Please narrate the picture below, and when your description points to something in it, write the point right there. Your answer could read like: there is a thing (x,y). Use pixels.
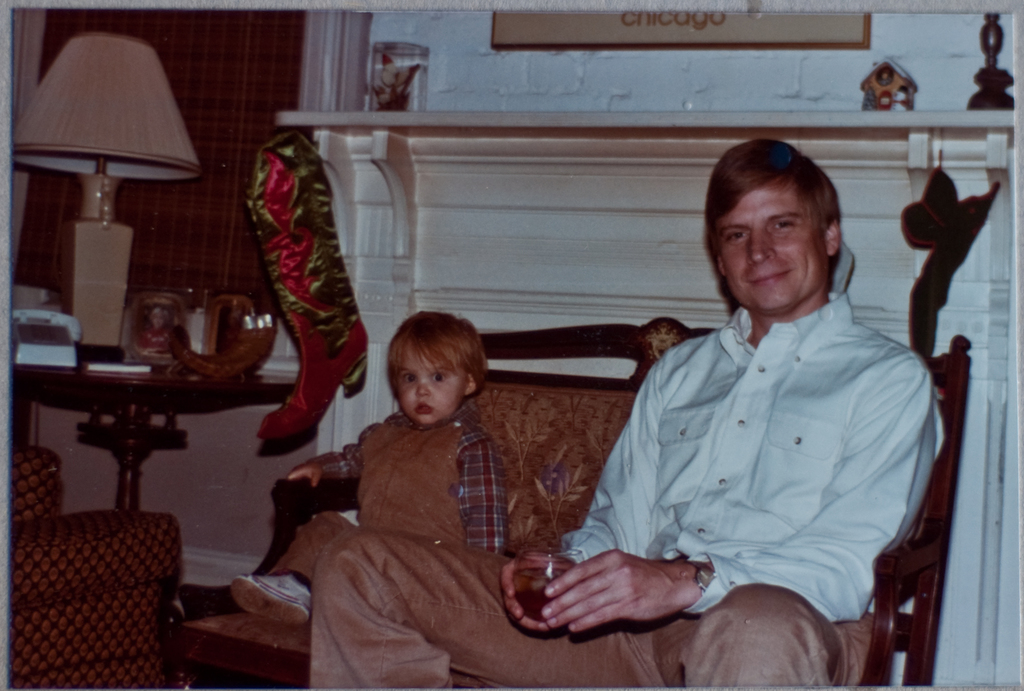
In this image we can see a person (616,506) and a child (450,506) sitting on a sofa (566,454). In the background of the image (497,107) there is a wall (480,107). To the left side of the image (179,397) there is a table (162,366) on which there are objects (170,339).
